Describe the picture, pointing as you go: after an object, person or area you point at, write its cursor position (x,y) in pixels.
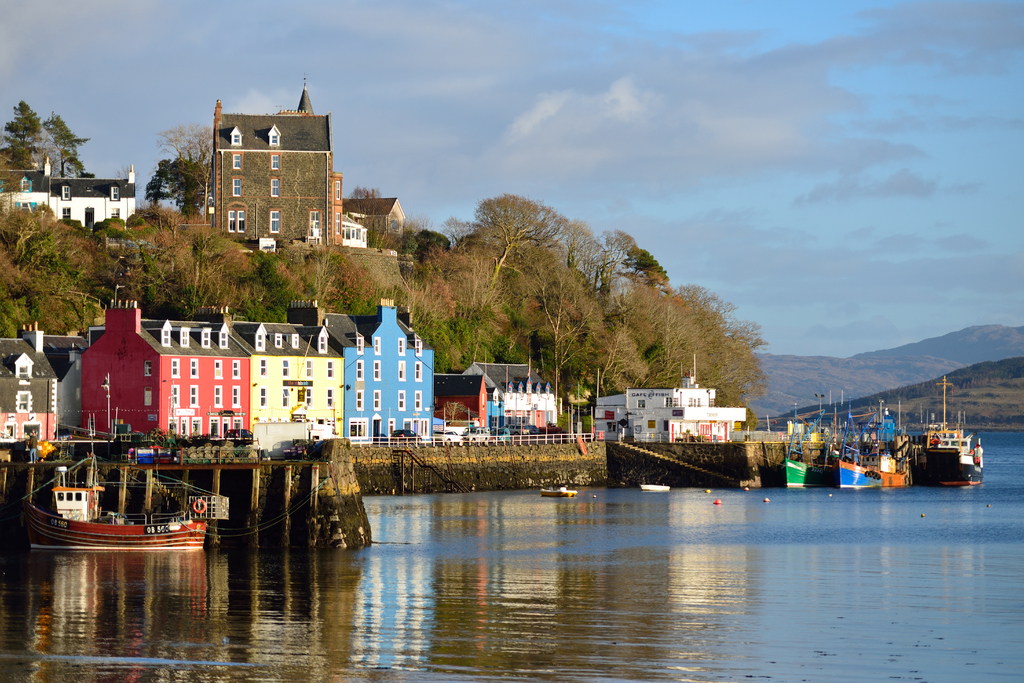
In this picture there is a river water (329,625) in the front (358,670) bottom side. Behind there are some colorful houses (342,418) and trees (49,266). On the top of the hill (239,261) there is a brown color house (259,227) with some trees (244,299).
